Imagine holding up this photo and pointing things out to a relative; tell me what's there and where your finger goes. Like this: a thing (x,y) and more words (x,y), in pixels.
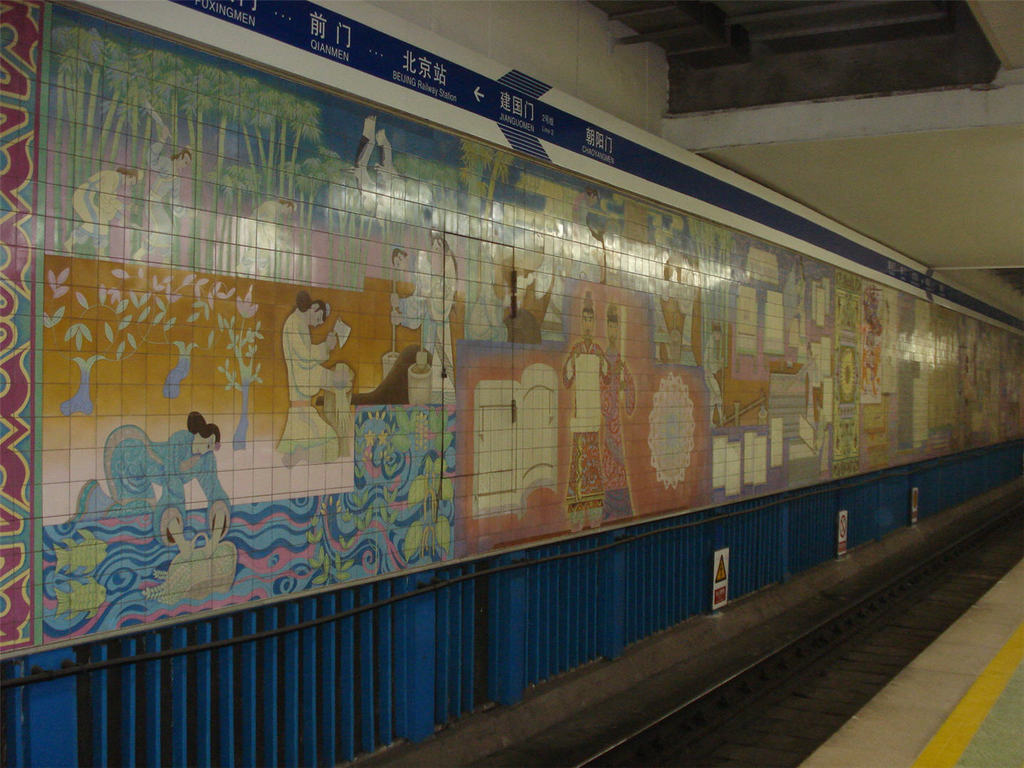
At the bottom portion of the picture (900,756) we can see the floor (841,730). On the left side of the picture (105,403) we can see colorful tiles (553,379). We can see trees (228,193), people (404,268) and few other objects (781,427). We can see boards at the bottom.
